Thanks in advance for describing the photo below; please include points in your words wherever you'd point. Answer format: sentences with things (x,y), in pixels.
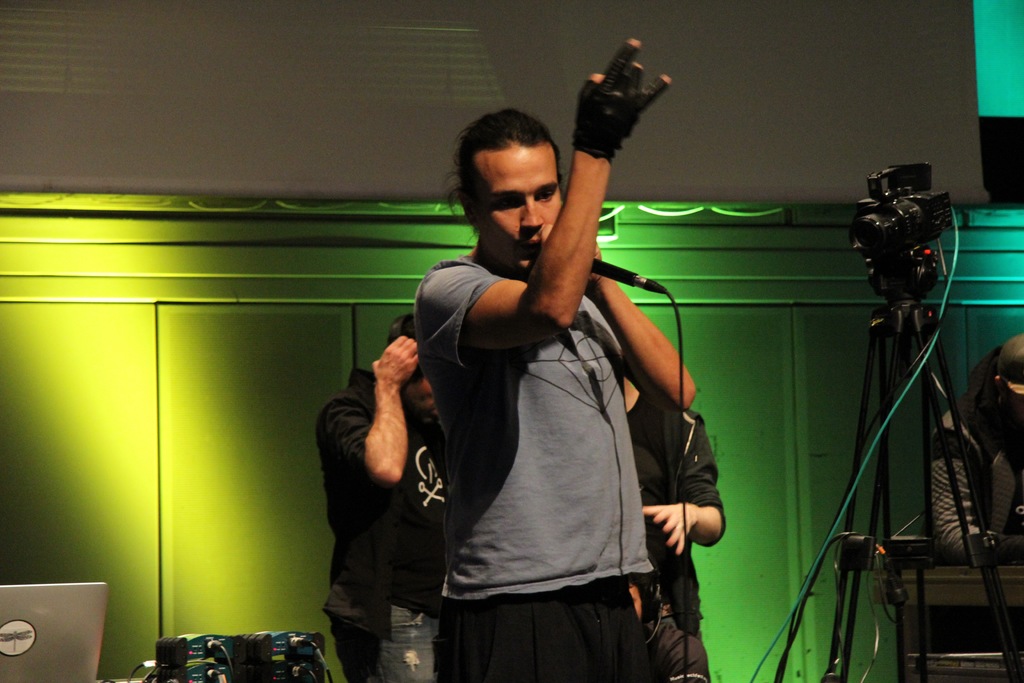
There is a person (516,310) standing in this picture, holding a mic (628,281) in his hand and singing. In the background (402,511), there are two members (412,551) standing there. We can observe a wall (208,318) here and a cloth (315,127) along with the camera (882,229) with tripod (882,282).
